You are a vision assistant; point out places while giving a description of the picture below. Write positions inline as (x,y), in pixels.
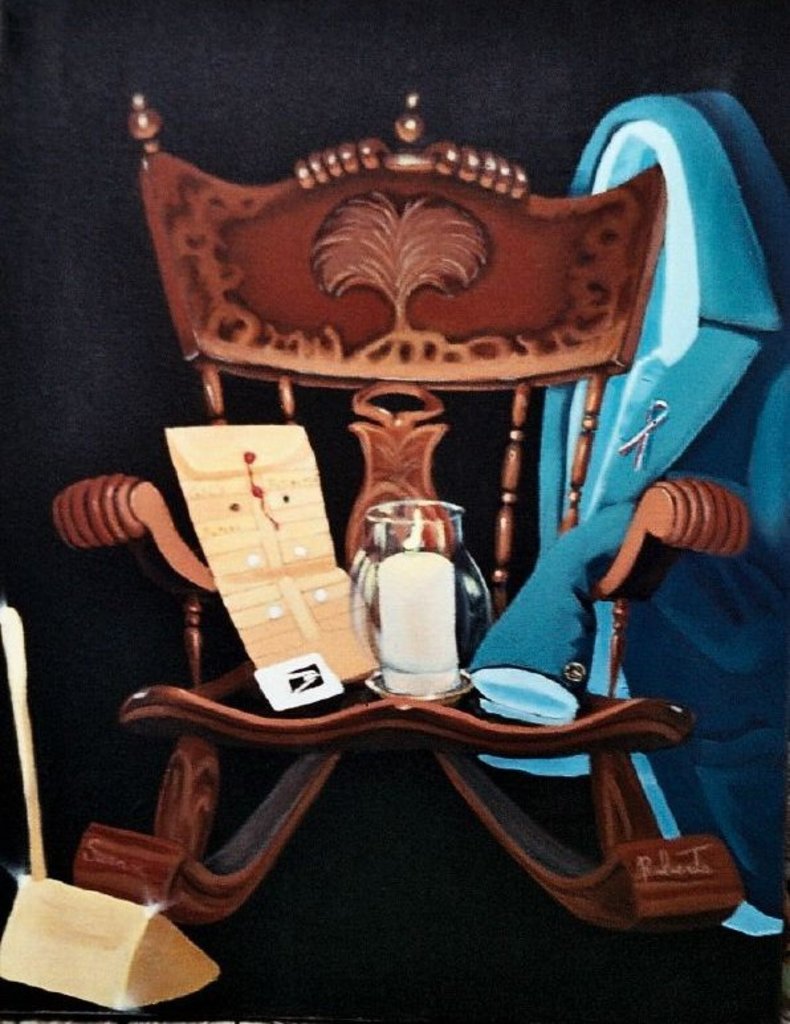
It is an edited image, in this image there a is chair (592,298), in that chair (167,522) there is a candle (416,632), envelope (254,547) and a coat (666,309), on the left side (118,940) there is an object (99,946).
